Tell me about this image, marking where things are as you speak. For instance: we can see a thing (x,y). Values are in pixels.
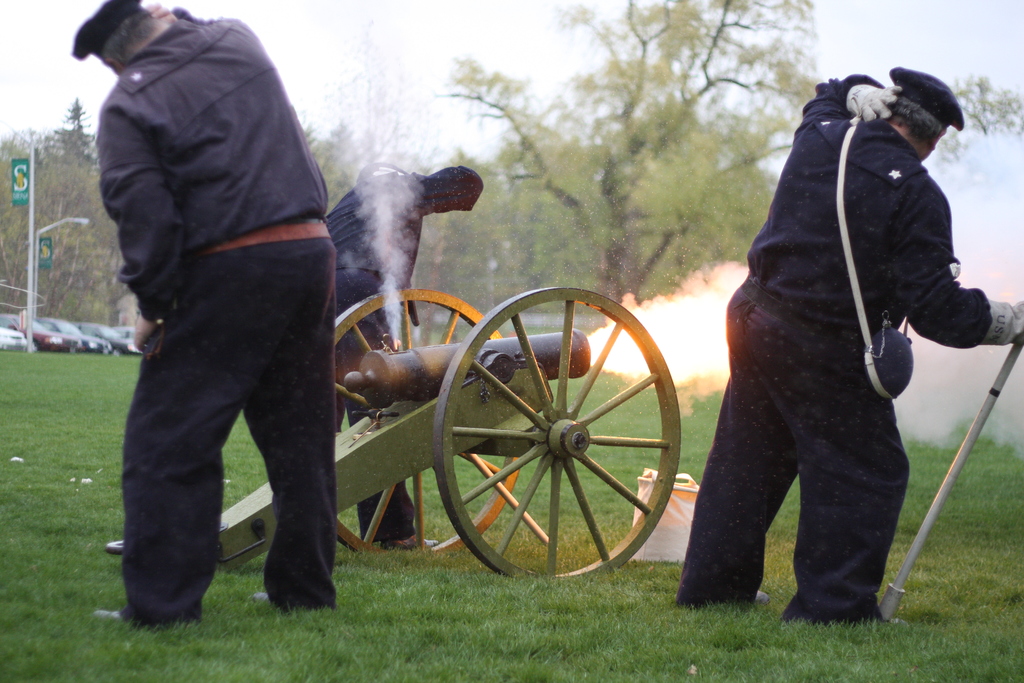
This picture contains a cannon (443,484). We see three men (349,245) in black uniform (754,322) are standing beside the cannon (371,379). Beside that, we see a white color bag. At the bottom of the picture (422,646), we see grass (502,619). In the background (41,342), we see poles (30,204) and cars (57,344) parked on the road (96,349). There are trees (57,245) in the background (581,213).
